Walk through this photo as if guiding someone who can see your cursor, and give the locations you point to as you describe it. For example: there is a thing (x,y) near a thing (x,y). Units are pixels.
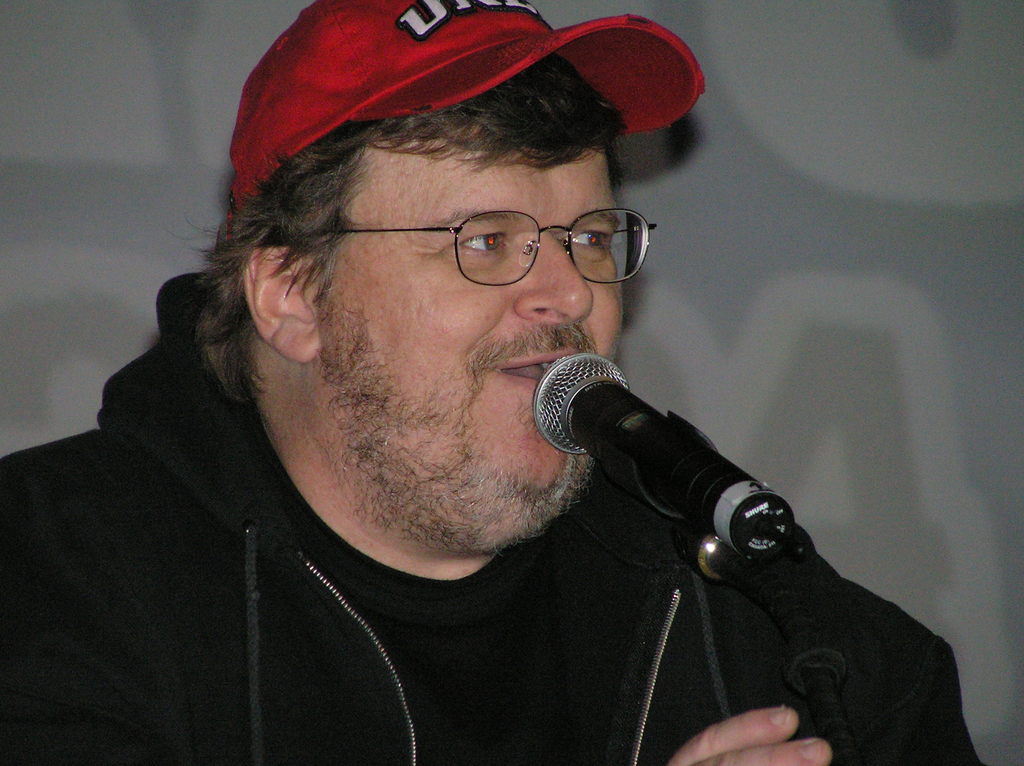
In this image in the front (463,308) there is a person (351,438) speaking on the mic (560,391) which is in front of him, wearing a red colour hat (428,47). In the background (784,261) there is a curtain (780,261) which is grey in colour with some letters (926,94) written on it.
